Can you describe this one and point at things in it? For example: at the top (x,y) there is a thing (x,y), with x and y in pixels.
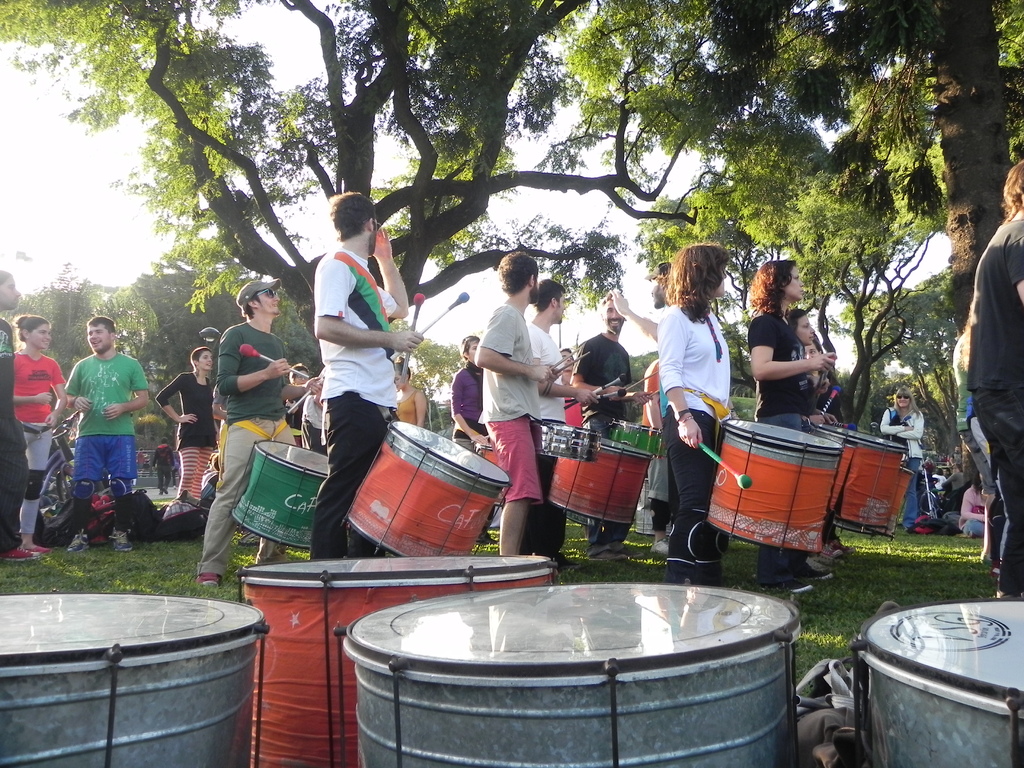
In the middle of the image (490,482) few people (256,288) are standing and playing some musical instruments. Bottom of the image (7,706) few drums (157,740) on the grass (66,583). Top of the image (608,124) there are some trees (65,29). Bottom left side of the image (126,526) few people (4,271) are standing.
